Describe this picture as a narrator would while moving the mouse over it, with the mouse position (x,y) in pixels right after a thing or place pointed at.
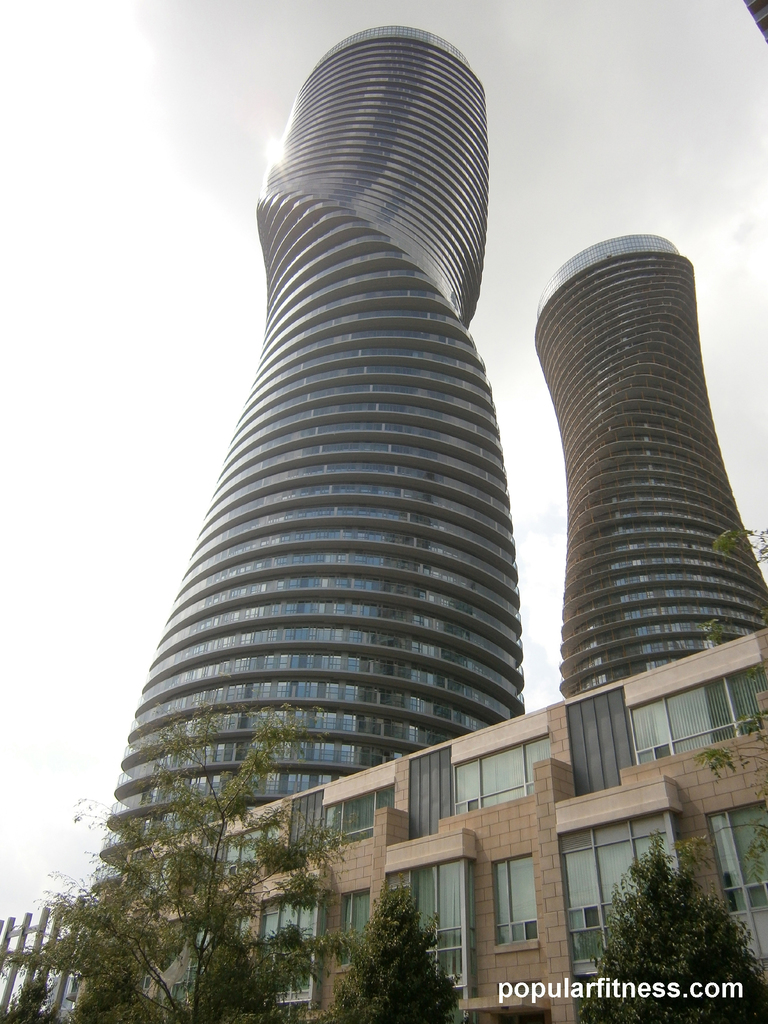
In this picture I can observe two tall buildings (608,456). There are some trees (235,942) in front of these buildings (595,255). On the bottom right side (673,983) I can observe some text (673,996). In the background (111,193) there is a sky (183,239) with some clouds (626,184).
